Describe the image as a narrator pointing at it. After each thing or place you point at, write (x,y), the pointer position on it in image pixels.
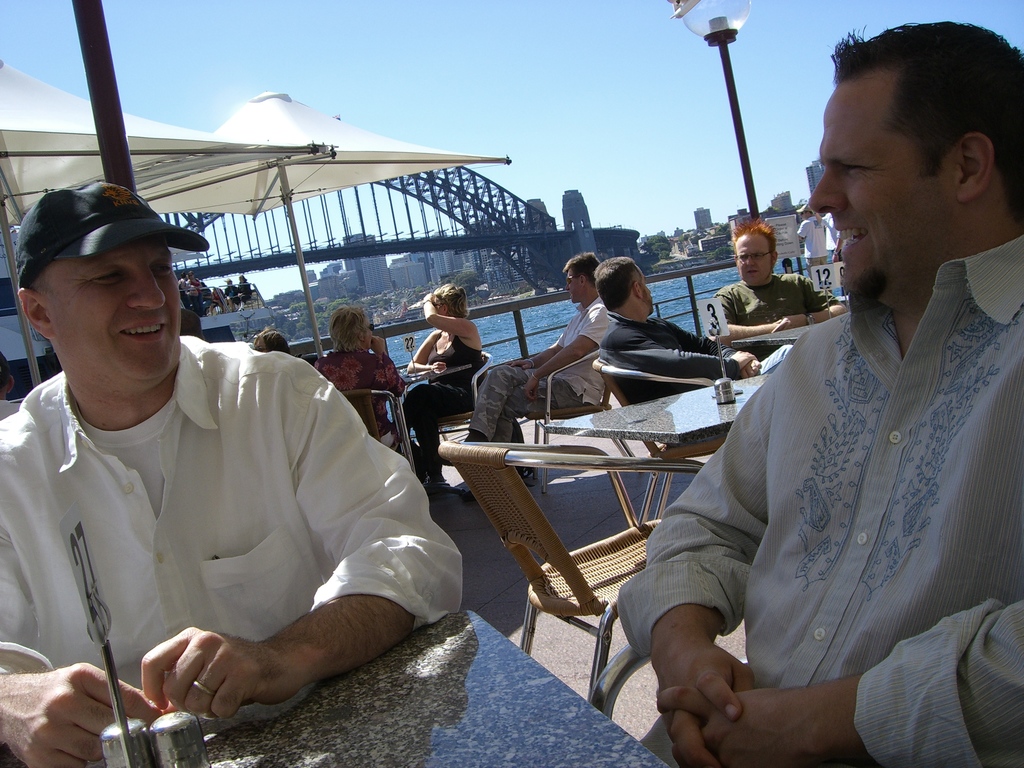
In this image I see 2 men (225,478) who are sitting and both of them are smiling. I can also see there is a table (611,761) in front (607,745). In the background (231,225) I see lot of people (184,280) who are on the chairs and there are tables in front and I can also see there is a bridge (367,252), few poles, buildings (331,266), water (676,280) and the sky (331,69).
